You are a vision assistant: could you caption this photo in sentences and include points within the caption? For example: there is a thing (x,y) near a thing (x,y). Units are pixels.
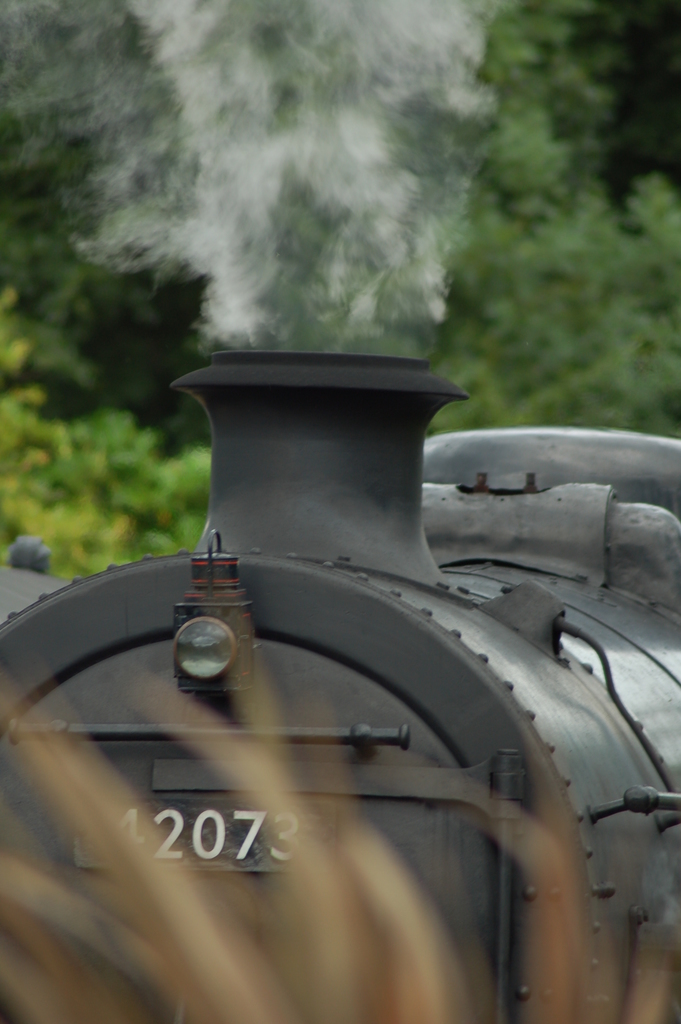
At the bottom of this image (310,944), there is grass (315,949). In the background (331,313), there are white color numbers (242,813) on a black color train (323,579), which is emitting smoke (315,234) and there are trees (614,276).
